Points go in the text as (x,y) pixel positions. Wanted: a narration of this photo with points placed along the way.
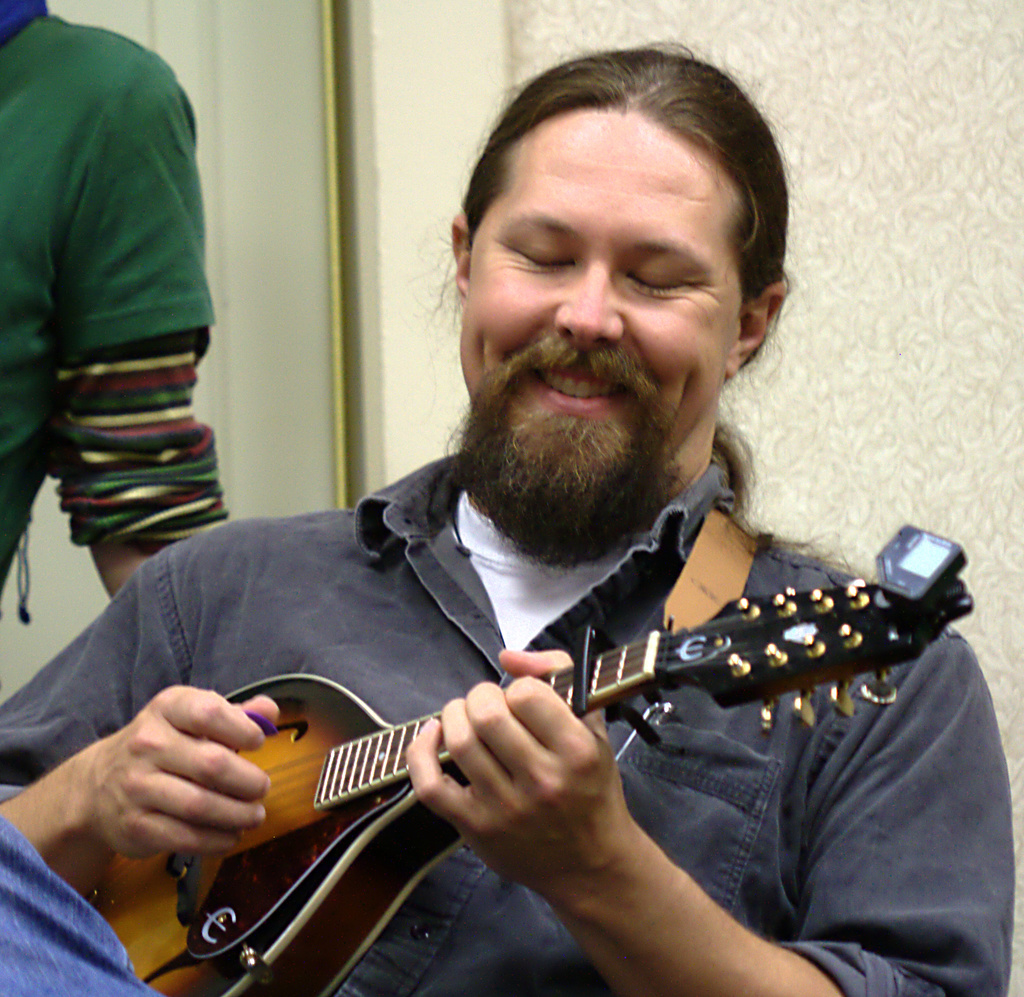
In this picture we can see a man (397,658) holding mandolin (880,688) in his hand (445,741) and playing it and smiling and he is sitting and beside to him we have other person (137,191) and in the background (634,38) we can see wall (464,86).
